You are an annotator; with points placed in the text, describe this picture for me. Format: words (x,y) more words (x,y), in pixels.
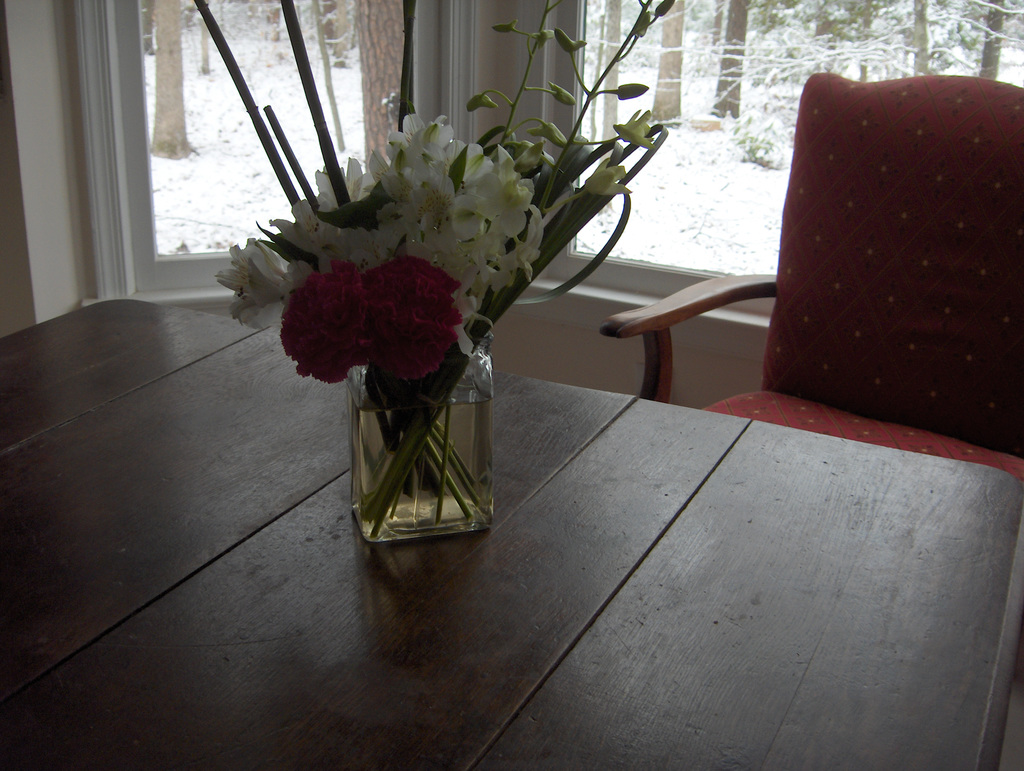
In this image there is a flower vase (362,389) on the table (289,564). Beside that there is a chair (865,200) and the window (438,55). From the window (650,81) I can also see some of the trees (724,61).
